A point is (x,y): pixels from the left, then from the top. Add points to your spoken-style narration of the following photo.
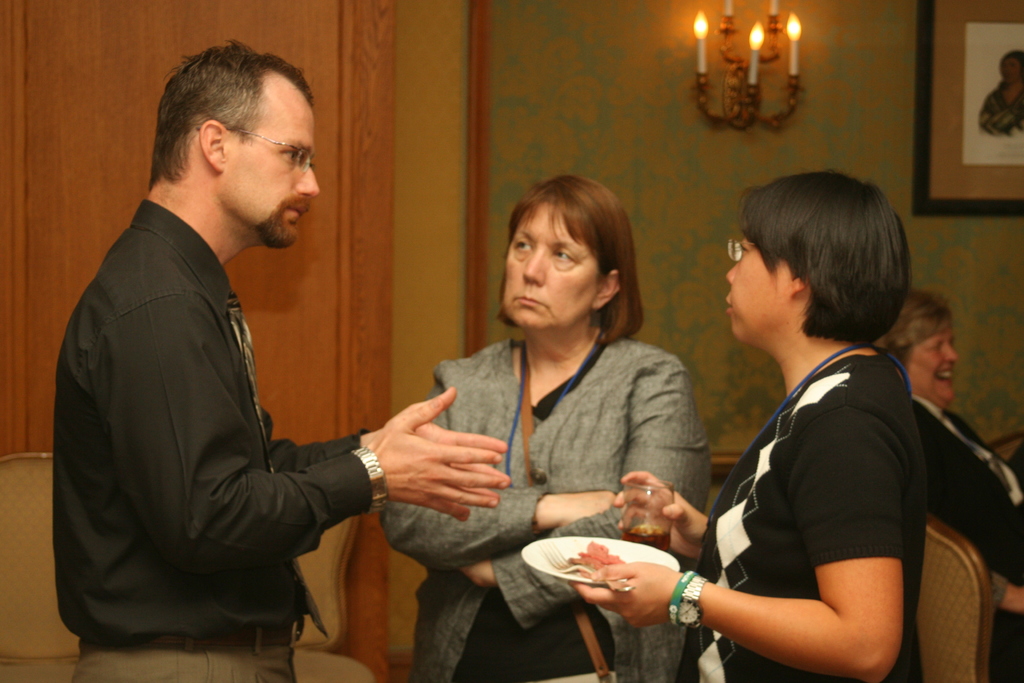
In this image we can see a lady (584,596) holding a plate (546,558) and a glass (662,511). Beside her there is another lady (626,281). To the left side of the image (139,319) there is a person (107,415) standing. In the background of the image (469,143) there is wall (619,179). There are candles (727,13). To the right side of the image (932,304) there is a person (1016,636) sitting on a chair (960,632). There is a photo frame (920,41) on the wall (888,96). To the left side of the image (14,470) there is a sofa (319,643). There is a wooden door (107,48).
